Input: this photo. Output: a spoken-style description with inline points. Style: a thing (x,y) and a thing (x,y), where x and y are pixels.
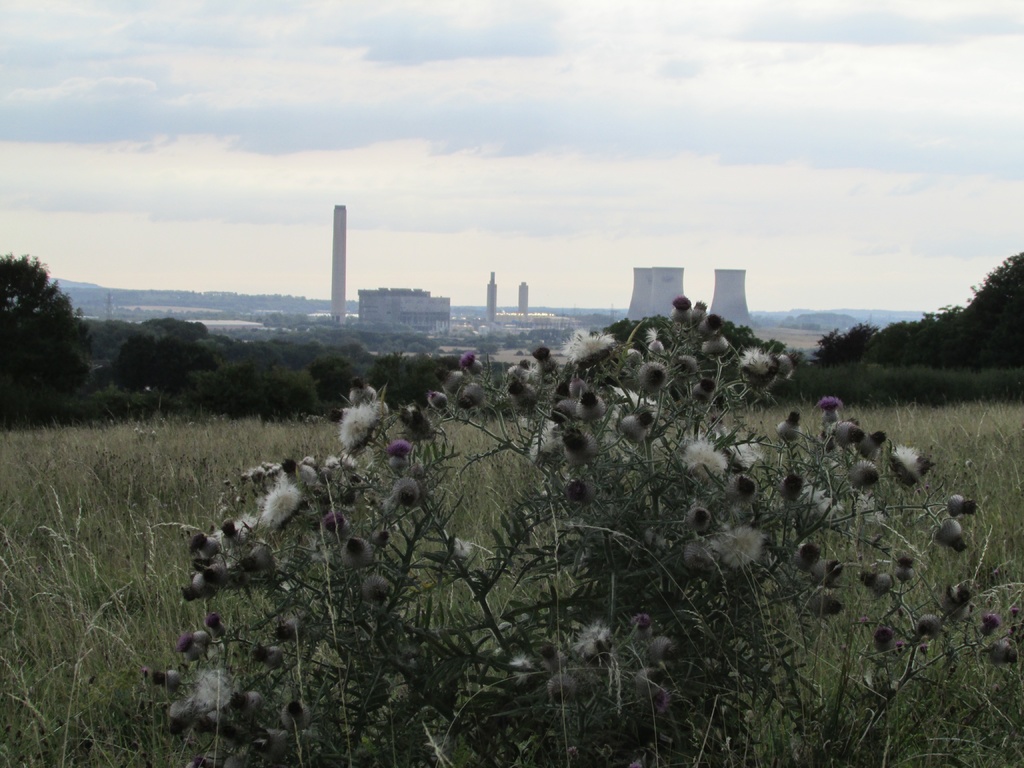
In this image in the foreground (908,466) there is a plant (680,466), and in the background (159,399) there are plants (108,425), trees (231,385), buildings (314,314), towers (341,222) and at the top (490,123) there is sky (396,187).
